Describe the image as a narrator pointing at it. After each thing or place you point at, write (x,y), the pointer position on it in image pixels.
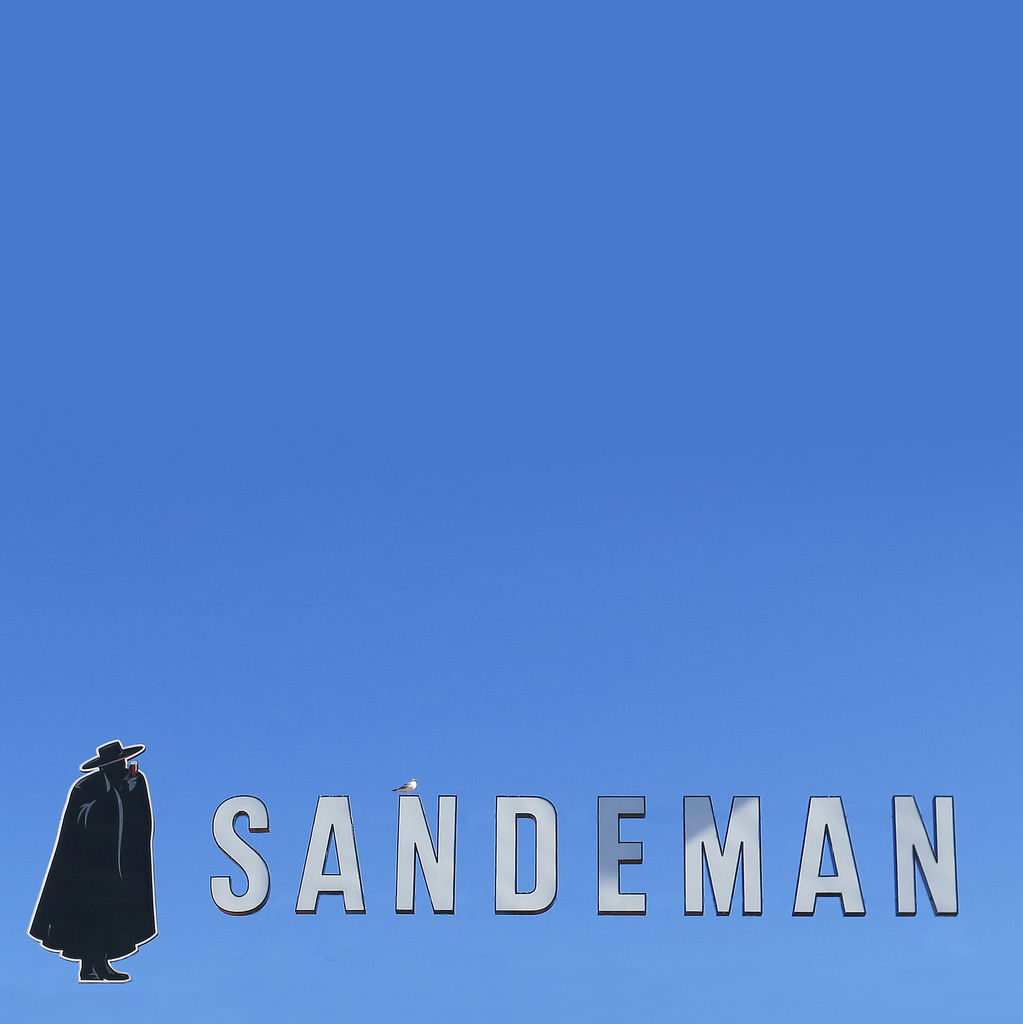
In this image I can see depiction picture where on the bottom side of this image (117,783) I can see a black colour thing (134,778) and something is written on it. I can also see a bird (413,789) on the bottom side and in the background (345,537) I can see blue colour.
